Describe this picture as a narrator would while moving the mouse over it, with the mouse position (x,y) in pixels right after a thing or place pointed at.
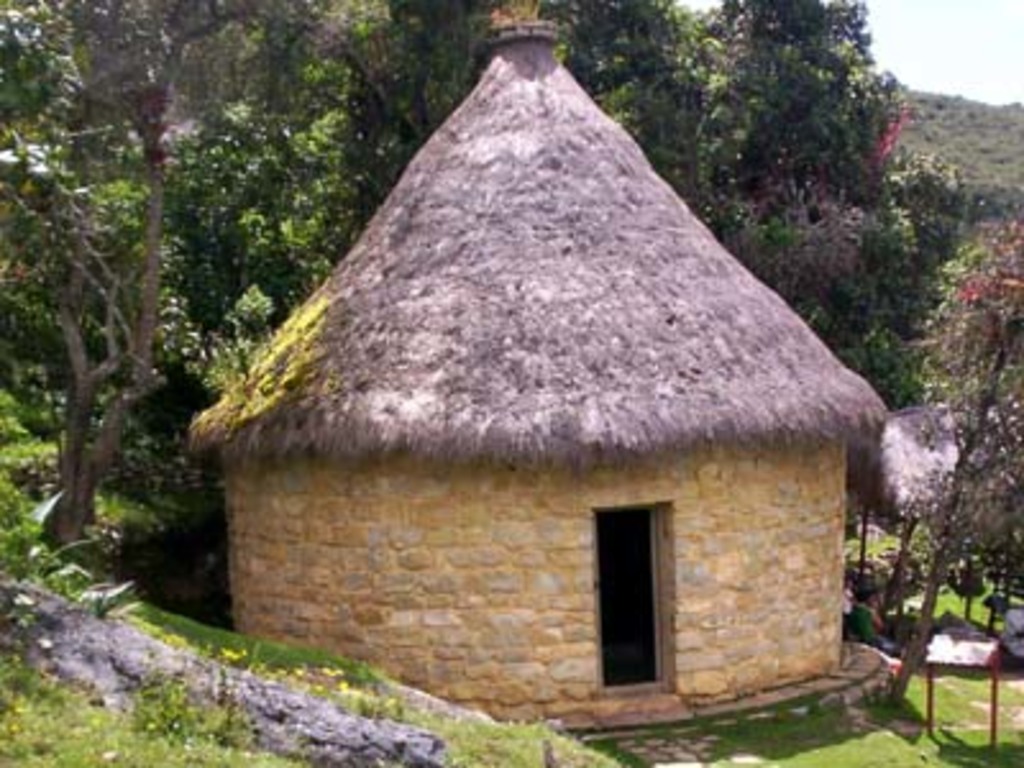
In this picture I can see a hut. I can see few persons (865,595), and in the background (893,179) there are trees (455,39) and the sky (917,15).
